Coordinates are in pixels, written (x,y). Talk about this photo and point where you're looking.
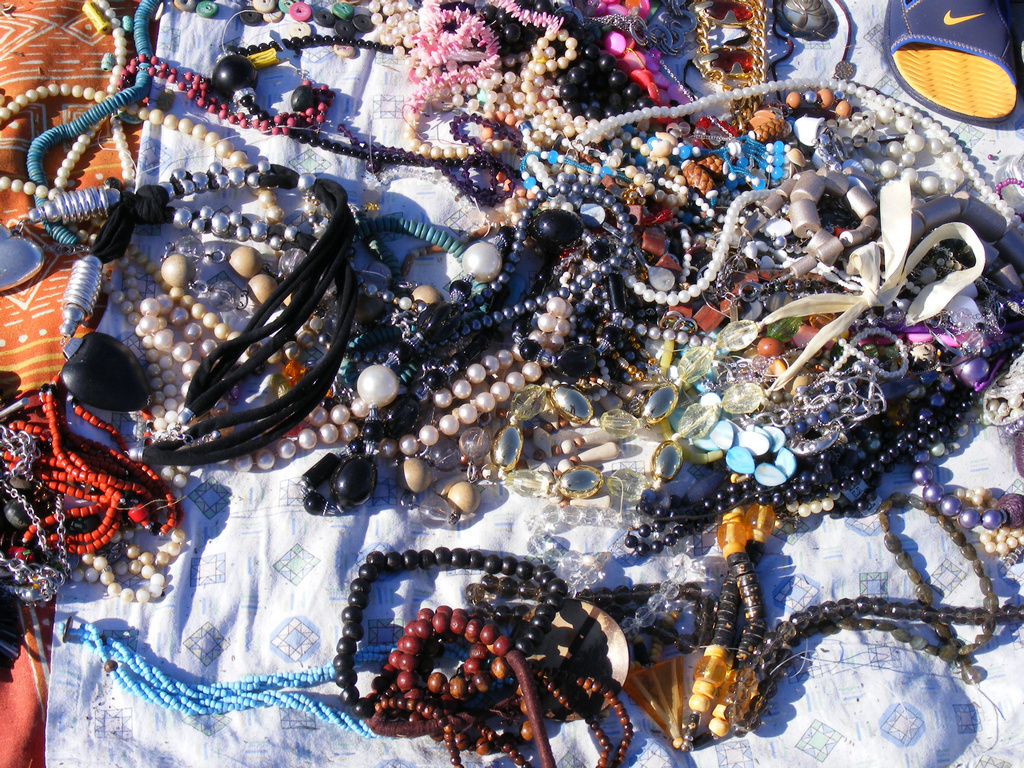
In this image I can see many colorful accessories (356,473). These are on the white and brown color cloth (184,531). To the right (959,77) I can see the footwear (950,93).
